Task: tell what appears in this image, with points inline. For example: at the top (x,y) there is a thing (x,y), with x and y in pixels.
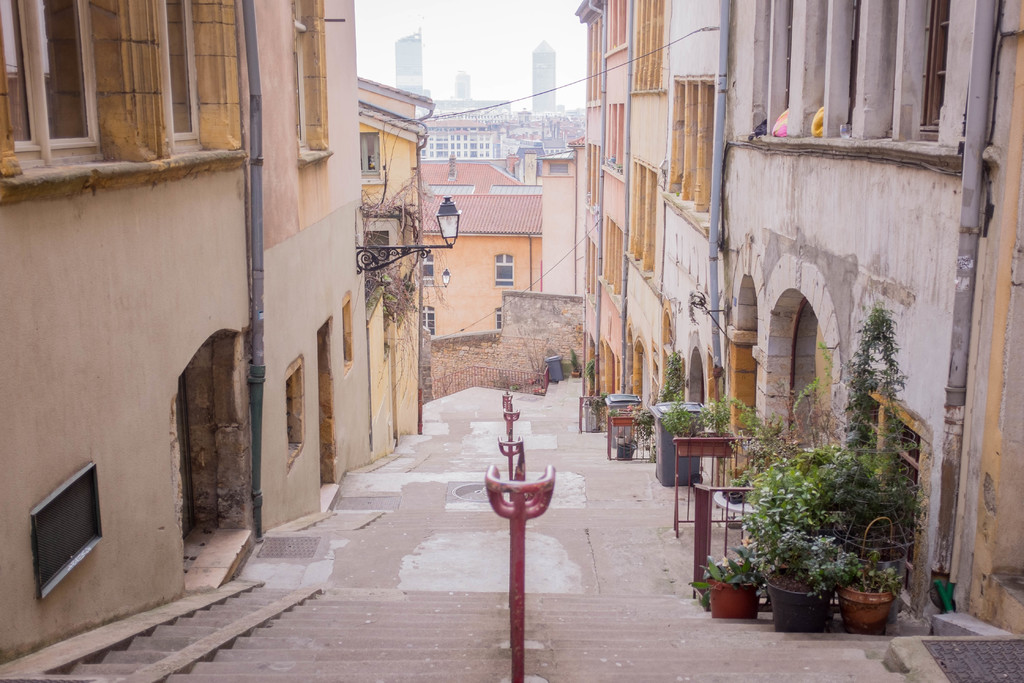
In this image I can see stairs (834,647) in the front (460,656) and in the centre of this image (508,426) I can see few red colour poles (548,500). I can also see few plants (578,370) on the right side (746,511) and a light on the left side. I can also see number of buildings (316,215) on the both side and in the background of this image (468,195).
